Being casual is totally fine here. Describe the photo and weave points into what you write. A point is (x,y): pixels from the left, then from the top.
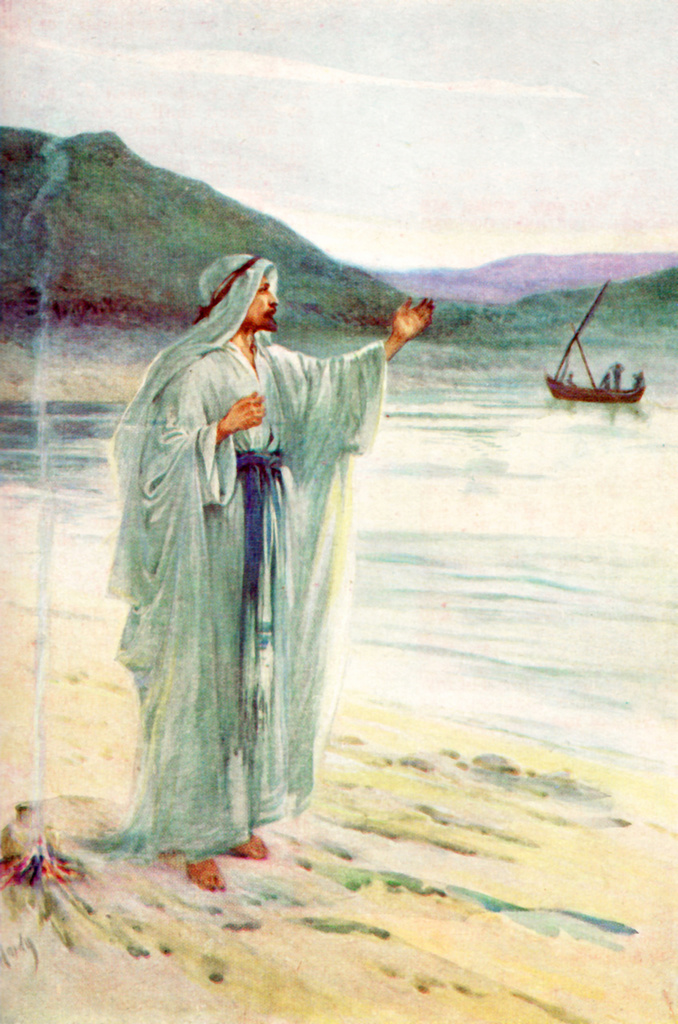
This image is a painting. In this image we can see a person (221,484) standing. At the bottom of the image (368,952) there is sand (385,893). In the background of the image (367,289) there are mountains (502,310), sky (326,138), boat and water (475,560).
